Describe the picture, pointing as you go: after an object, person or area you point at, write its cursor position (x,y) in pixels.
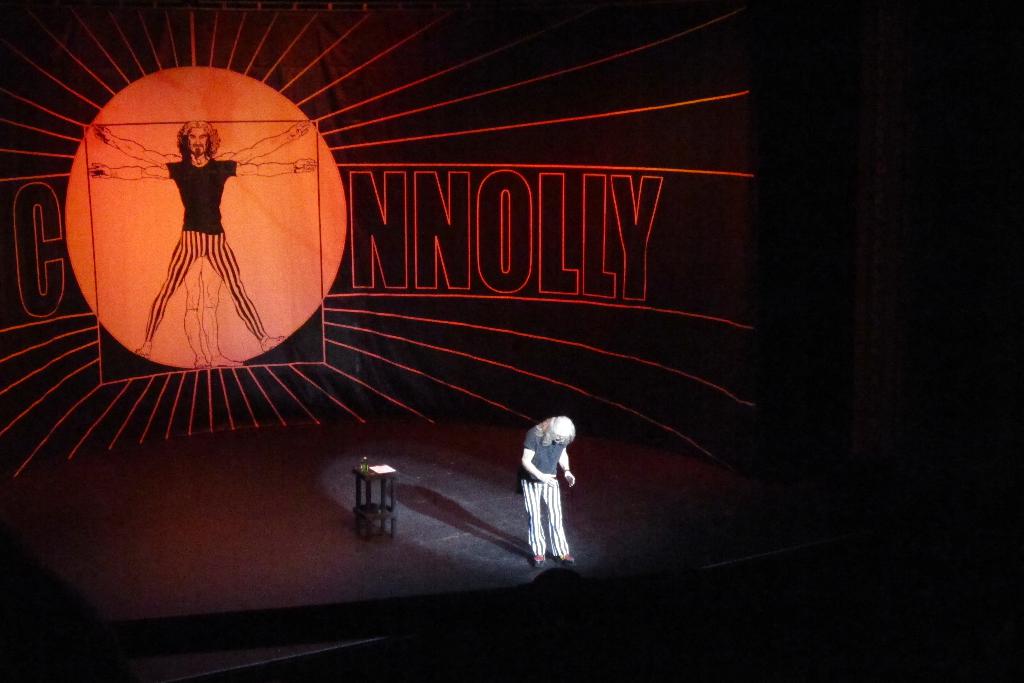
In this image, in the middle (574,423), we can see a person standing on the stage (73,500). In the background (165,223), we can see some pictures (203,236) and text (611,292) with light (262,229). On the right side (943,240), we can see black color. At the bottom (207,648), we can also see black color.
